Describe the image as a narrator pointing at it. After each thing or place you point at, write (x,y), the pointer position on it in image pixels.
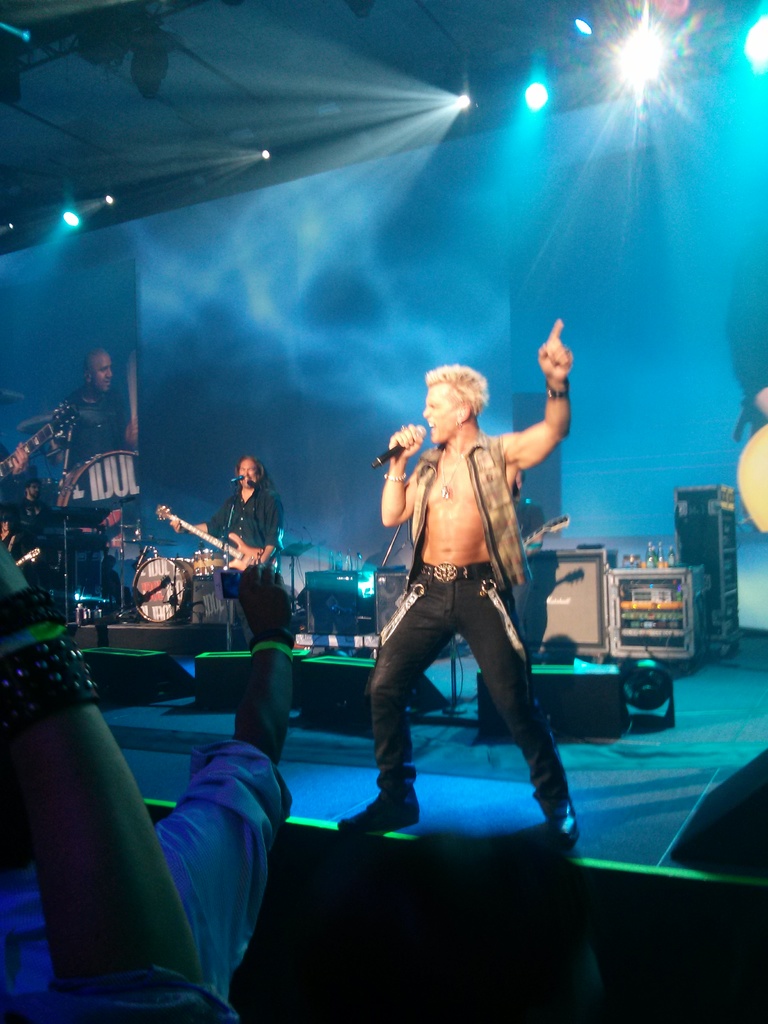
In this image, In the middle (456,476) there is a man (487,464) standing and holding a microphone (391,457) and he is singing in microphone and there are some people (89,972) standing and in the background (703,322) there is a blue color wall (512,300) and in the top (650,56) there is a light (629,53) in white color.
